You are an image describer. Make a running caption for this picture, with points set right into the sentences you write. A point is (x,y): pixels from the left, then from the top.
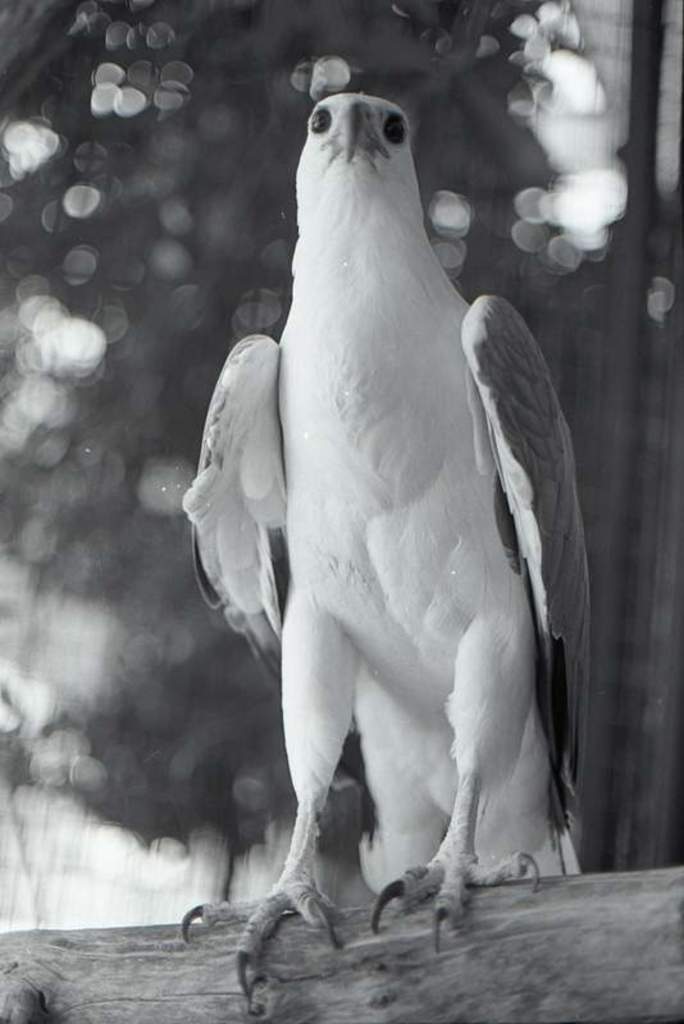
In this image we can see a black and white picture of a bird (395,589) on the wooden log (588,951) and the background (120,698) is blurred.
